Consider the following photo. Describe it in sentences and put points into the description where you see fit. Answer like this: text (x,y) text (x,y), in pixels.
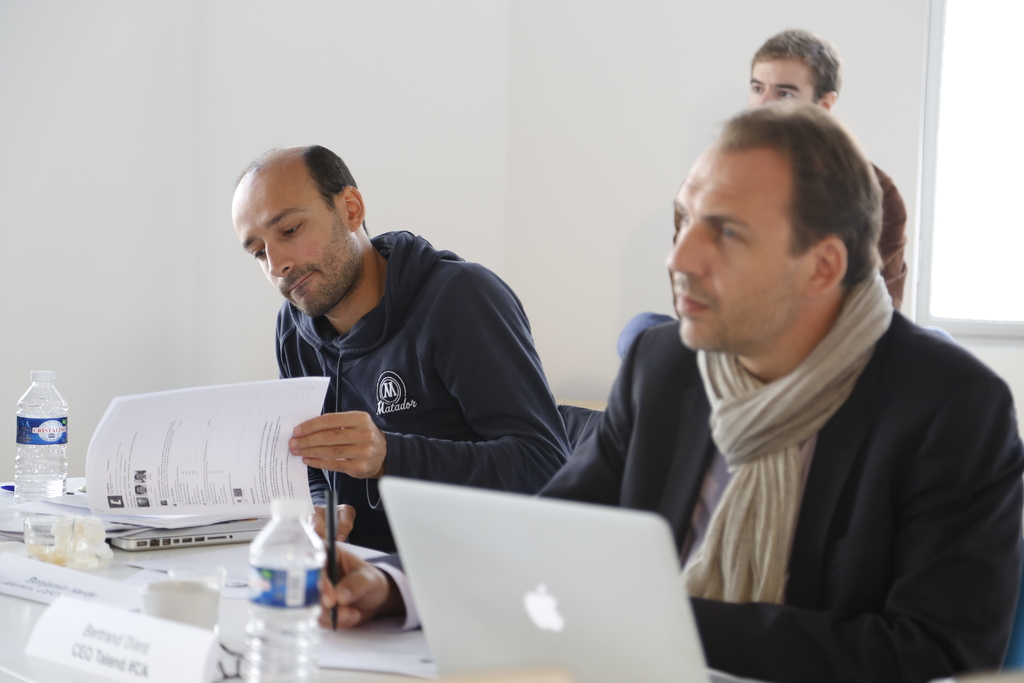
In this picture there are three men (719,337) sitting and we can see bottles (264,603), laptops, papers (130,510) and objects (125,604) on the table (238,603). In the background of the image (927,92) we can see wall (731,4) and window (967,19).
